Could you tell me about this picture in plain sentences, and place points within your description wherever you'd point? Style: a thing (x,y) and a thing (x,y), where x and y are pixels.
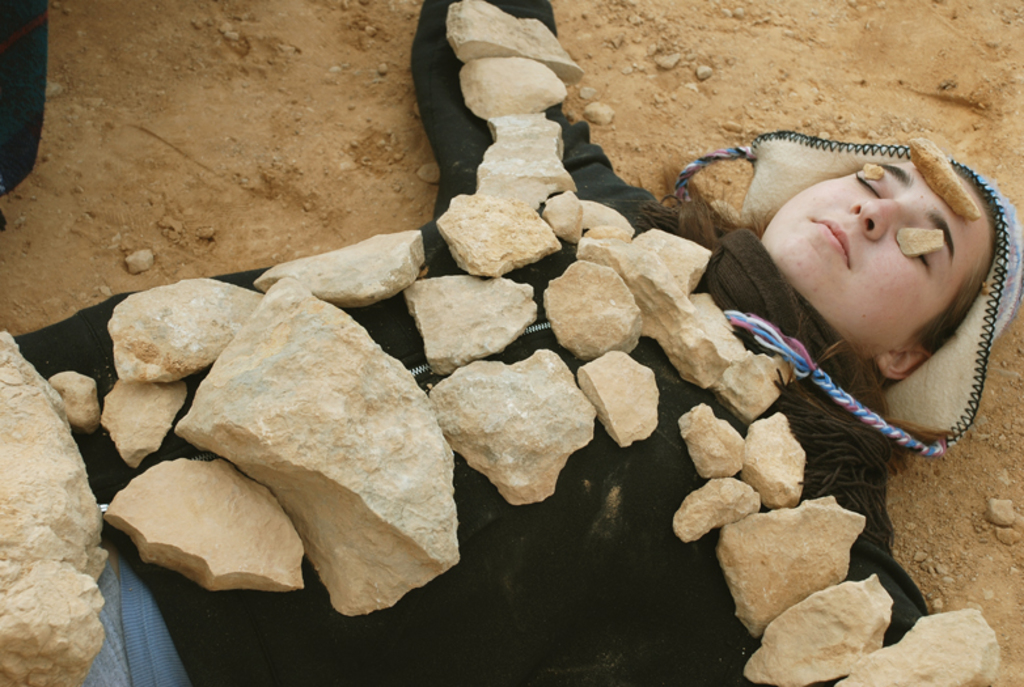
Here in this picture we can see a woman (615,480) wearing a jacket (659,520) and laying on the ground (416,195) and we can see number of stones (224,485) placed on her.
